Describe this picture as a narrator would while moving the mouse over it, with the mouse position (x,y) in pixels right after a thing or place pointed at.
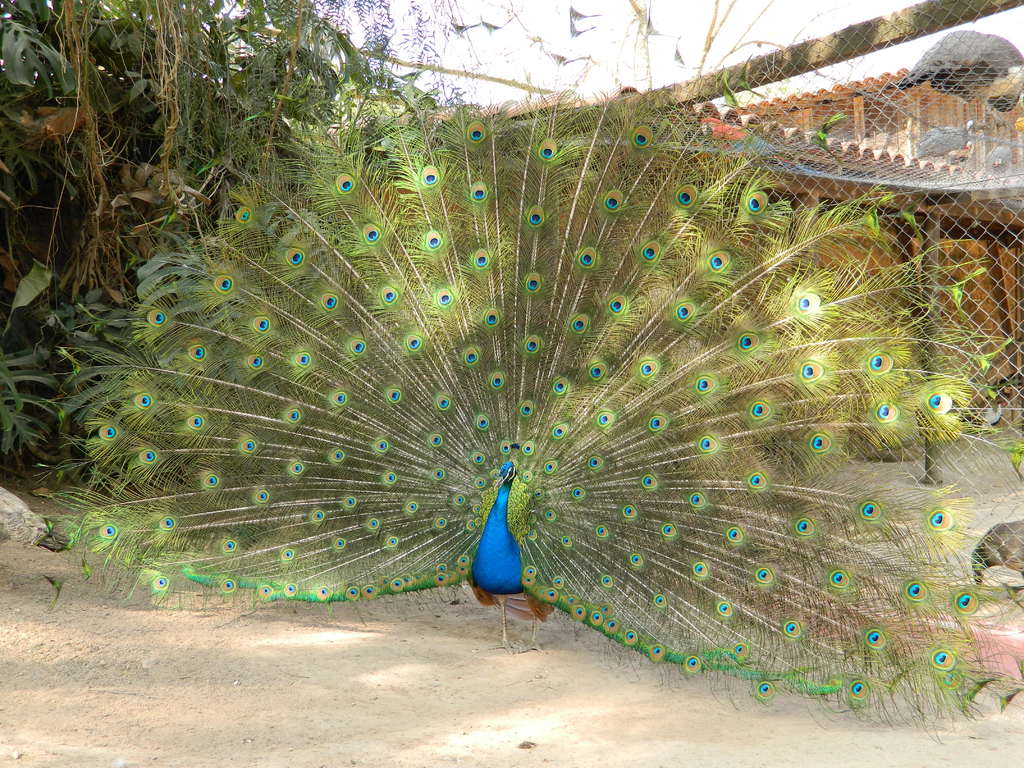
In this image I can see a peacock (501,572) which is blue, green and brown in color is standing on the ground (490,660). In the background (769,59) I can see the net (858,162), few trees (338,97), few other birds (915,80) and the sky (590,54).
